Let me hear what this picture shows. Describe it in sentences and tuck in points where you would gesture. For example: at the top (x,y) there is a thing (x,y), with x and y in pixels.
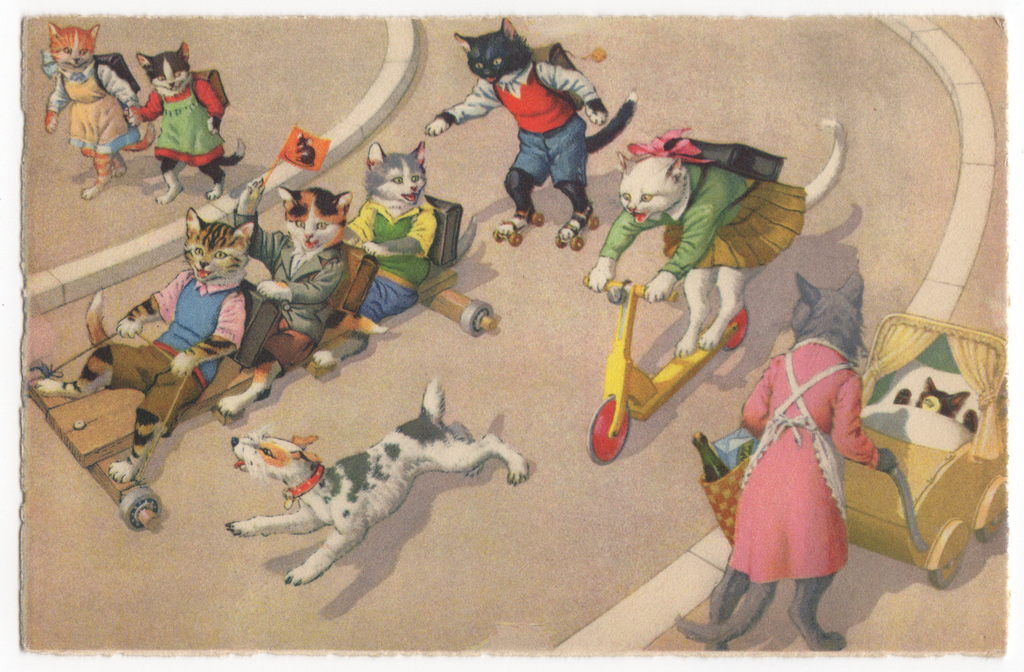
This is an animated image, we can see some cats (803,332) and there is a dog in the image.
